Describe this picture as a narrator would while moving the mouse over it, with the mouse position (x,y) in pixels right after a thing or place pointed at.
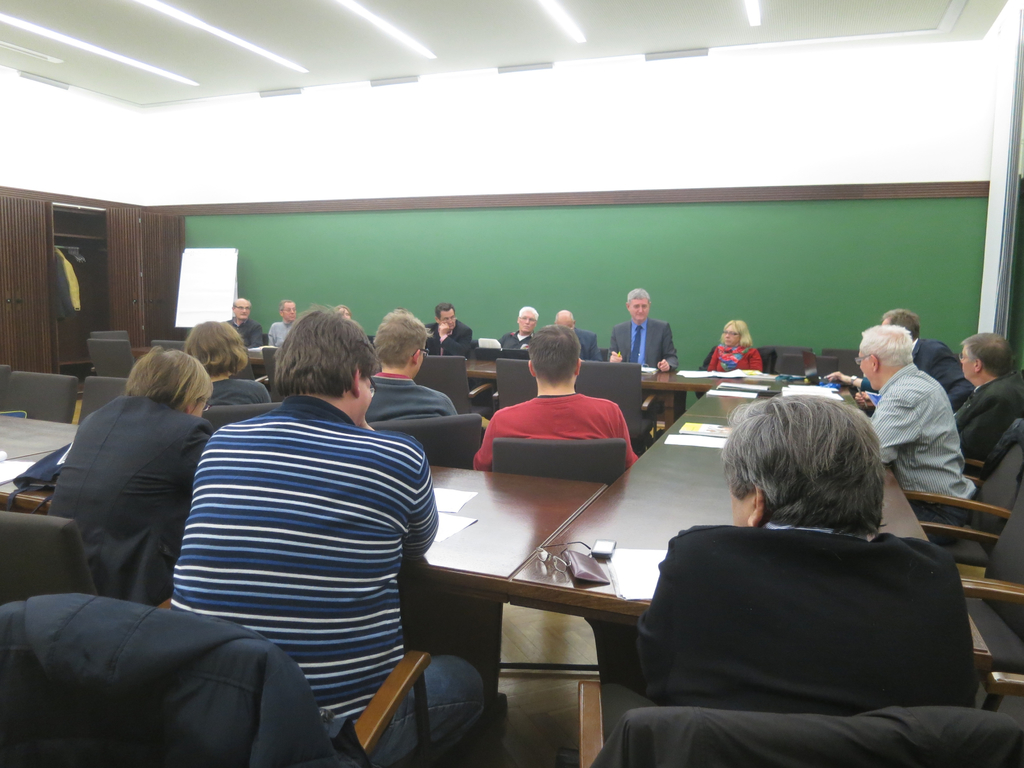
In this picture there are some people (338,427) sitting in the chairs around the table (694,463) on which some papers (730,389) and books (693,424) were placed. There are men (587,344) and women (748,362) in this room (590,486). In the background (338,276) there is a green colored wall (318,266) and a board (209,273) here. We can observe some lights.
